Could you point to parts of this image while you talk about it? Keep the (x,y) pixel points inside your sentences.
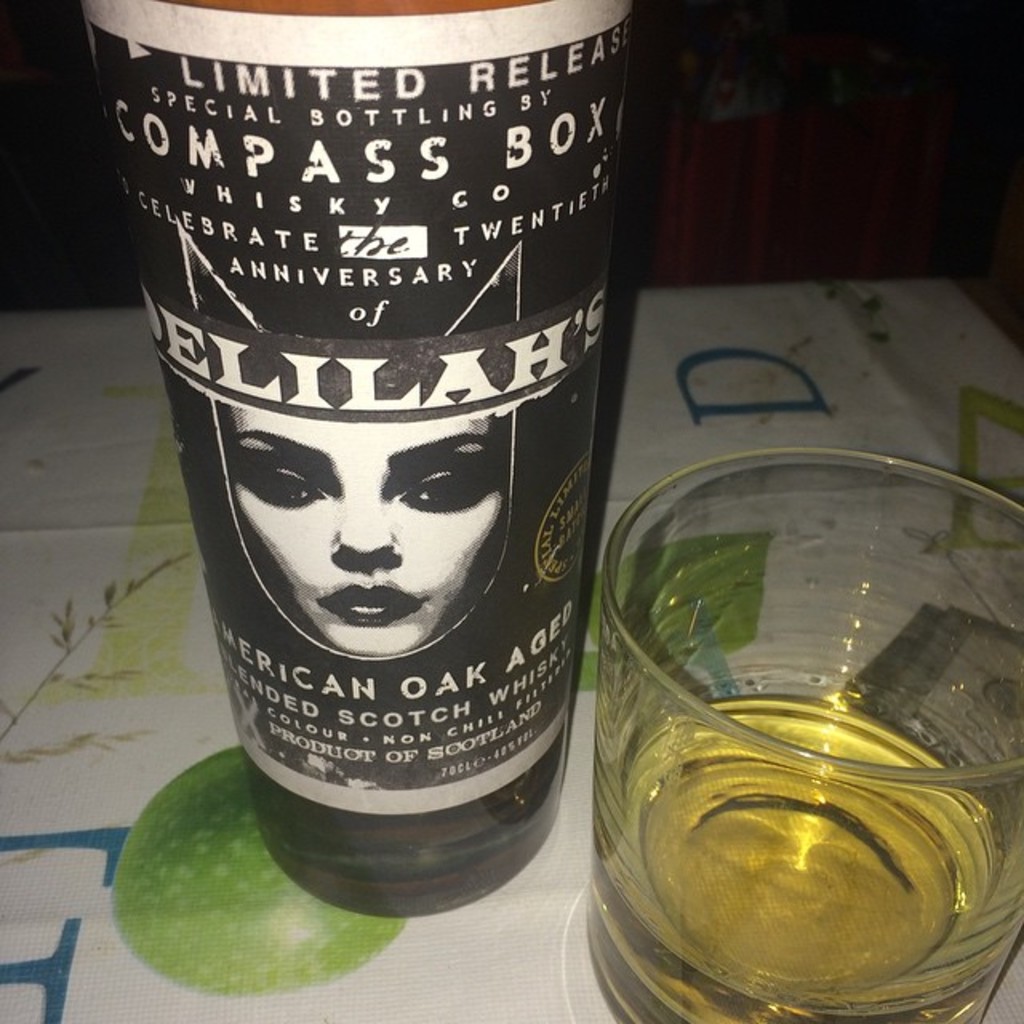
In the image on the table (180,871) there is a glass (737,843) with drink (746,901). And also there is a bottle (318,513) with label (318,513) on it.
